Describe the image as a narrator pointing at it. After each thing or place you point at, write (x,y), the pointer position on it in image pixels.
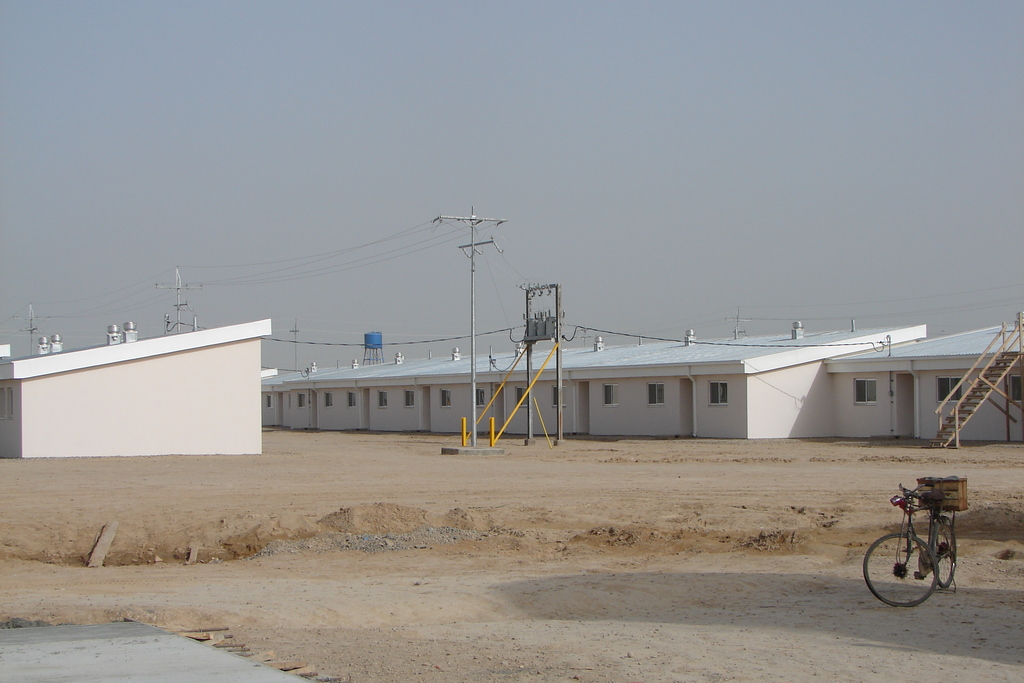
This is an outside view. On the right side (927,545), I can see a bicycle (899,560) on the ground (831,622). In the background (245,361) there are two buildings (727,370) and I can see few poles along with the wires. On the right side (983,388) there are some stairs (972,396) beside the building (935,381). On the top of the image (807,107) I can see the sky (676,129).
